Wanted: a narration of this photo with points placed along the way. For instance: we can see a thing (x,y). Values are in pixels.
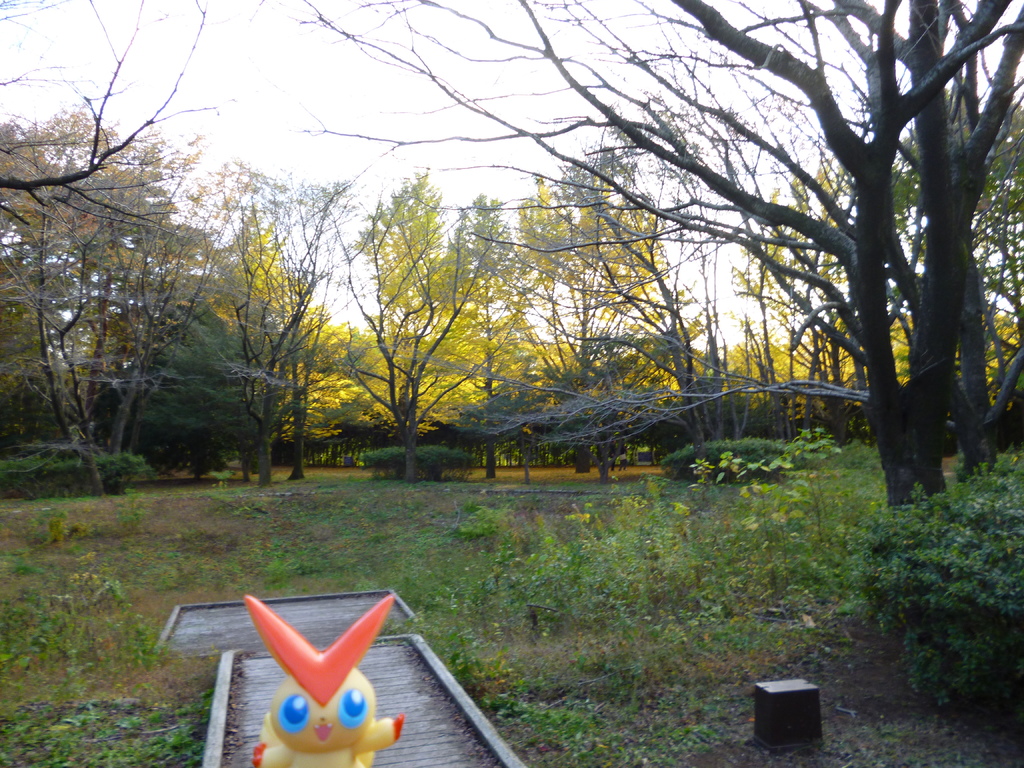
In this image we can see grass (471,584), plants (586,599), bushes (961,583), trees (728,369), walkway bridge (386,754) and sky (131,114) in the background (820,360).
